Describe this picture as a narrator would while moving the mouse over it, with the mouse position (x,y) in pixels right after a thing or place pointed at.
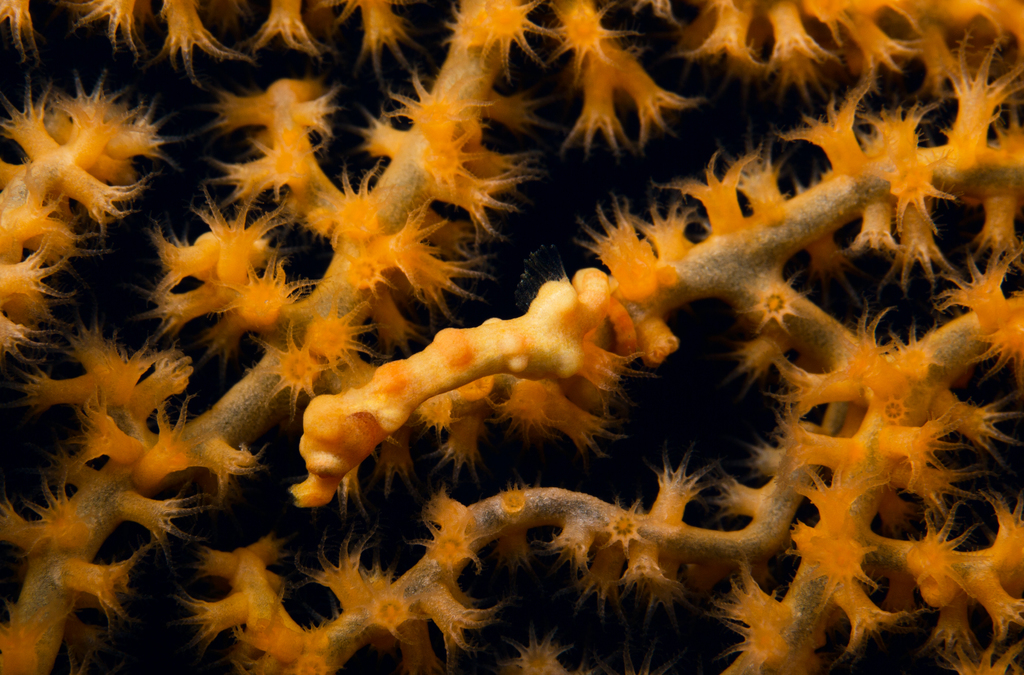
In the image we can see underwater plants (555,30).
